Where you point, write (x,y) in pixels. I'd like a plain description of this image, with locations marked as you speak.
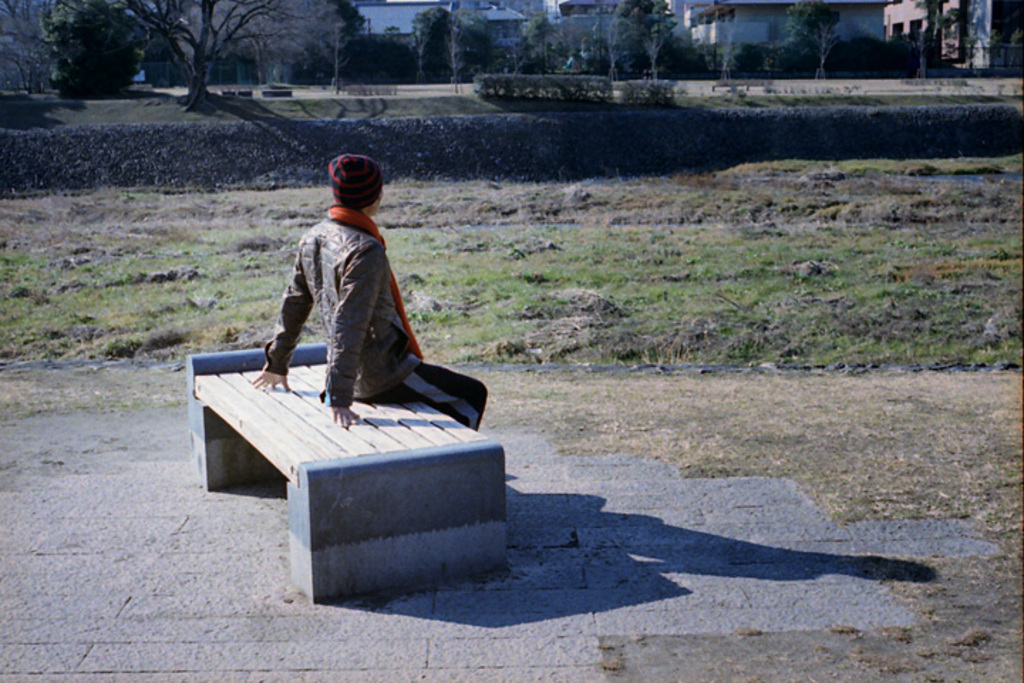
In this picture we can see person (346,301) wore jacket (346,263), scarf (339,217), cap (341,183) sitting on a bench (327,420) on floor (557,490) and in the background (199,160) we can see houses (536,12), trees (125,61), path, wall (477,154).
